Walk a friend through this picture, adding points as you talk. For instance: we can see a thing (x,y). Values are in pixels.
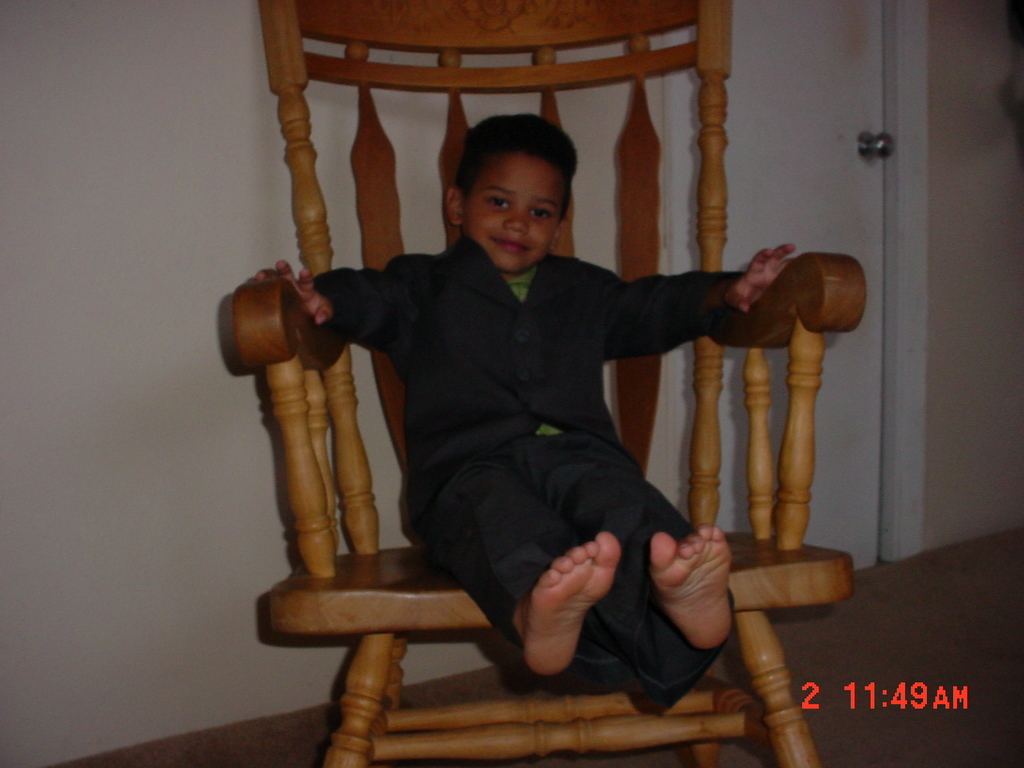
In this image In the middle (346,494) there is a chair (292,305) on that there is a boy (552,426) he wears trouser (518,507), t shirt (515,284). In the background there is a wall (51,212) and door (786,144).
